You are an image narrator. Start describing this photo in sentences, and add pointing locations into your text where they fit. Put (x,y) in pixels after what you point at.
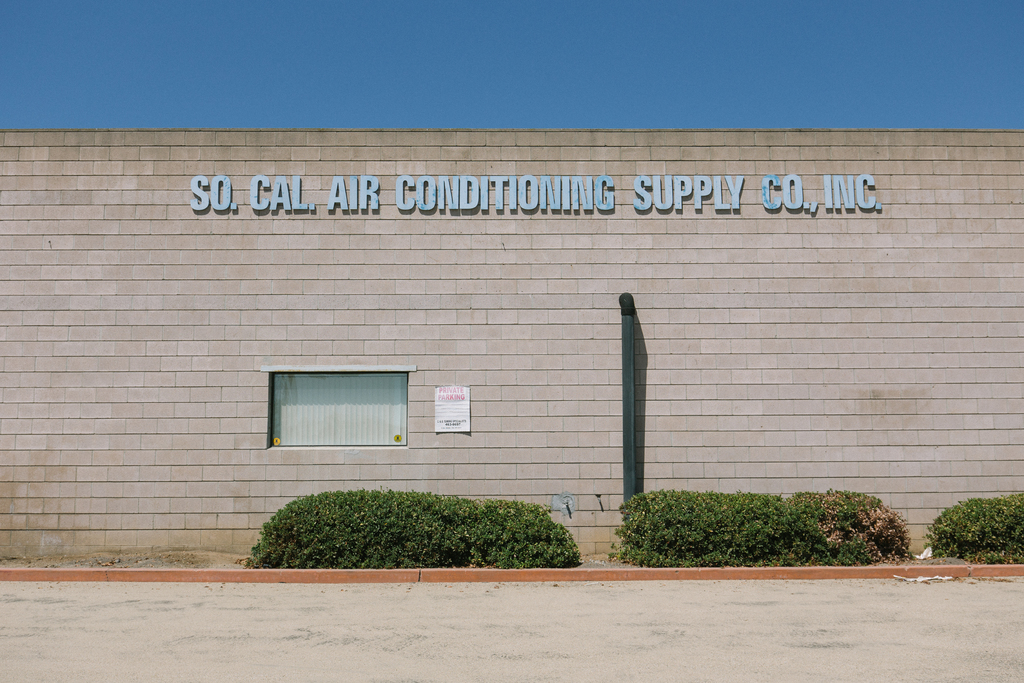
In the foreground of the picture (316,607) it is road (366,614). In the center of the picture (402,272) there are plants (494,546), building (719,460), on the building (250,208) there is text (458,207), window (337,421), pipe (624,390) and brick wall (460,285). At the top (360,93) it is sky (587,104).
